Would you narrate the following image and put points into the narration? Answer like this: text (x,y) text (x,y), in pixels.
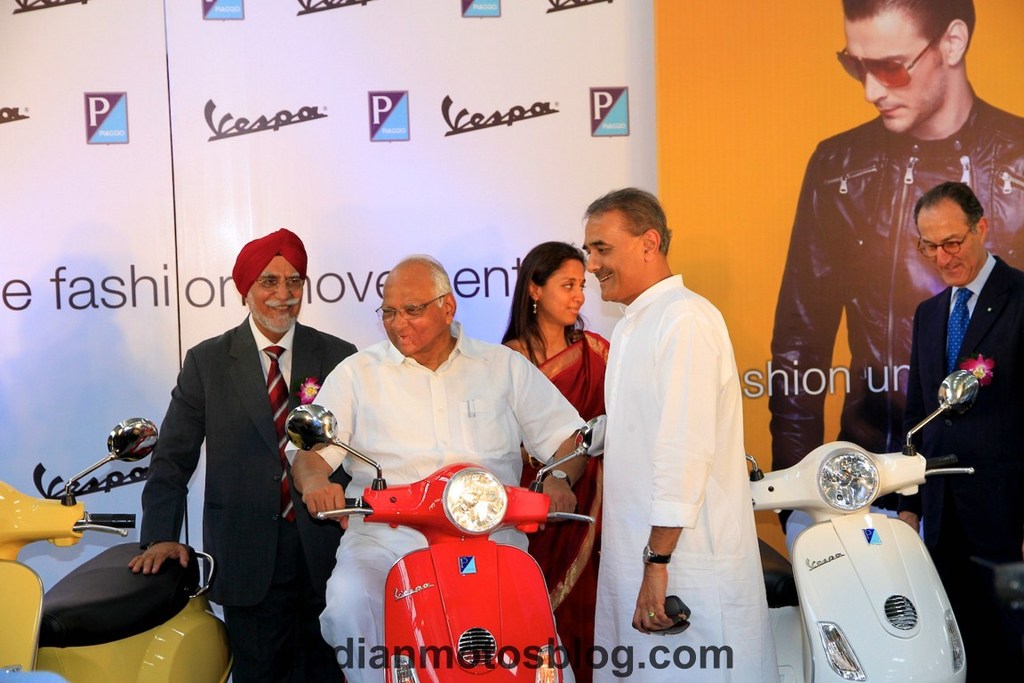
In this picture, we can see a few people (490,443), and a few vehicles (526,573), and a person (379,614) is sitting on a vehicle (471,595), we can see the wall (538,169) with posters (477,175) of some text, and images (807,207) on it, we can see some text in the bottom side of the picture (682,654).
